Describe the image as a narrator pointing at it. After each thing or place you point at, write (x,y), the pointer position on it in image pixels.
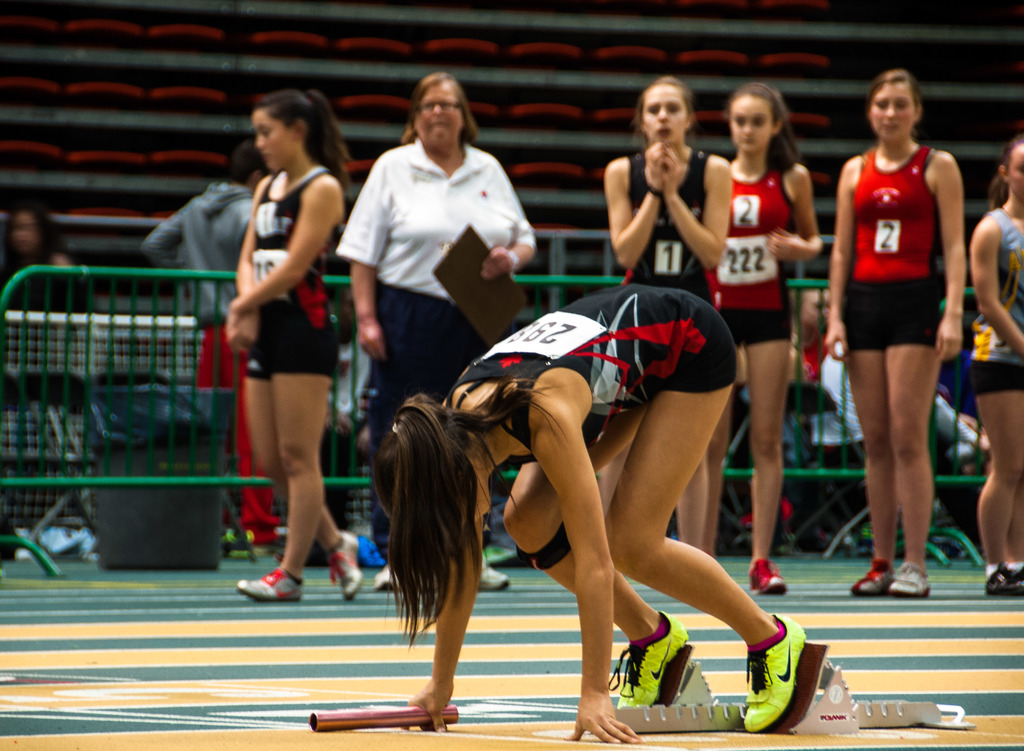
As we can see in the image there are group of people (736,259), fence (118,420) and wall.
